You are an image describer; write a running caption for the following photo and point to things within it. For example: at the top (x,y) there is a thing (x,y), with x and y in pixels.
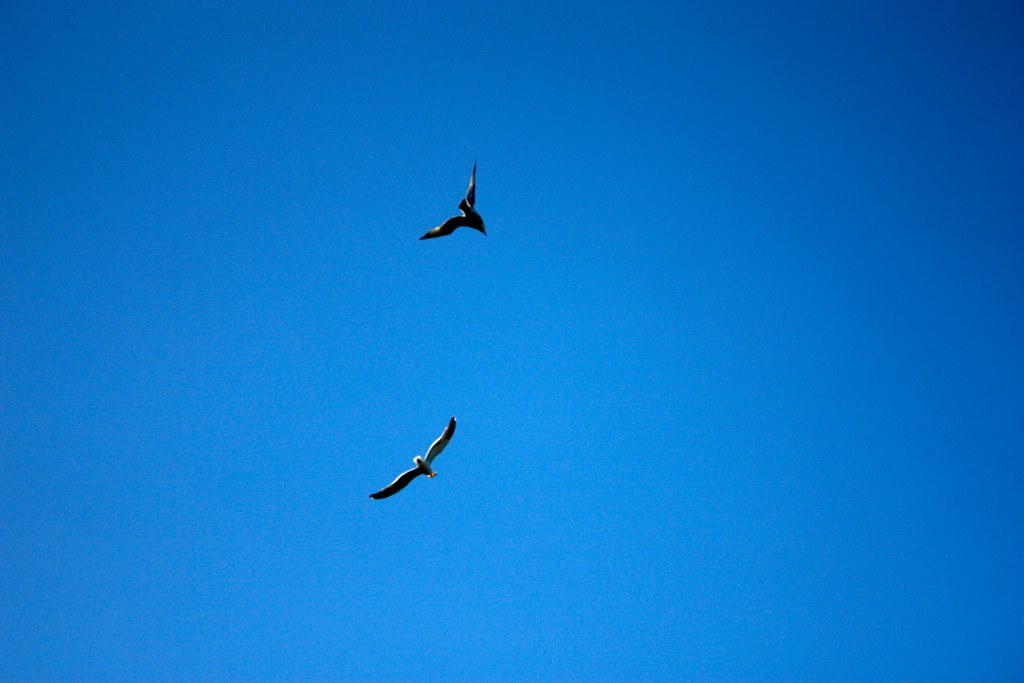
In this image I can see two birds (453,420) which are white and black in color are flying in the air (407,526) and in the background (648,382) I can see the sky (558,200).
